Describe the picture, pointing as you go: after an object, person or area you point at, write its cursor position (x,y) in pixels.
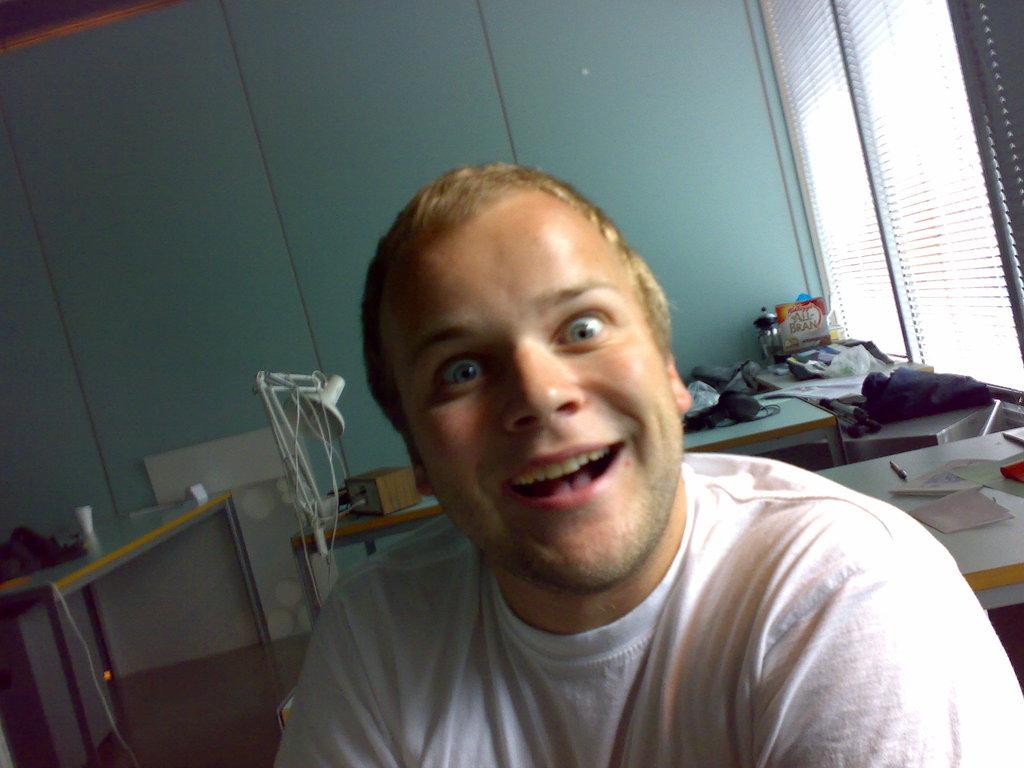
In the center of the image (513,356) there is a man (617,565). In the background (56,525) we can see tables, glasses (86,513), headset (734,396), light (334,389), clothes (872,391), jar (756,345), windows (965,107) and wall (272,98).
